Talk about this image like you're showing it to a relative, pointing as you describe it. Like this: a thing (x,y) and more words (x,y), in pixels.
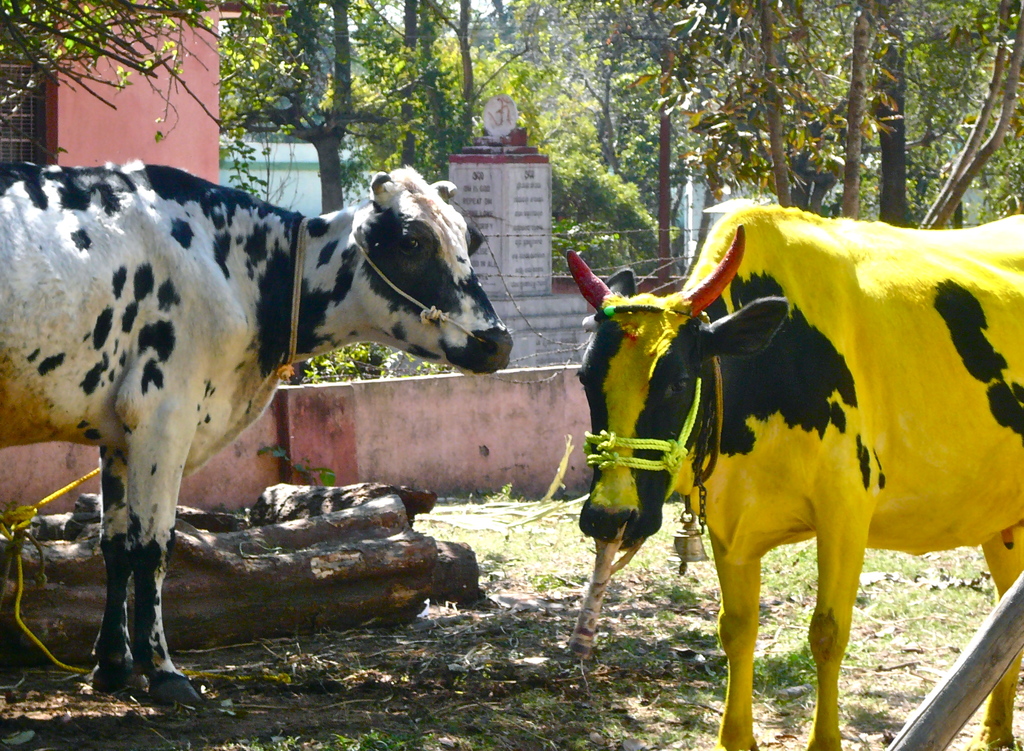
In this picture I can see couple of cows (72,193) and trees (743,160) and I can see text (479,201) on the stones (498,239) and I can see tree bark (277,624) and a bell (682,545) in the neck (725,383) of a cow (781,326) and I can see houses (171,124).
